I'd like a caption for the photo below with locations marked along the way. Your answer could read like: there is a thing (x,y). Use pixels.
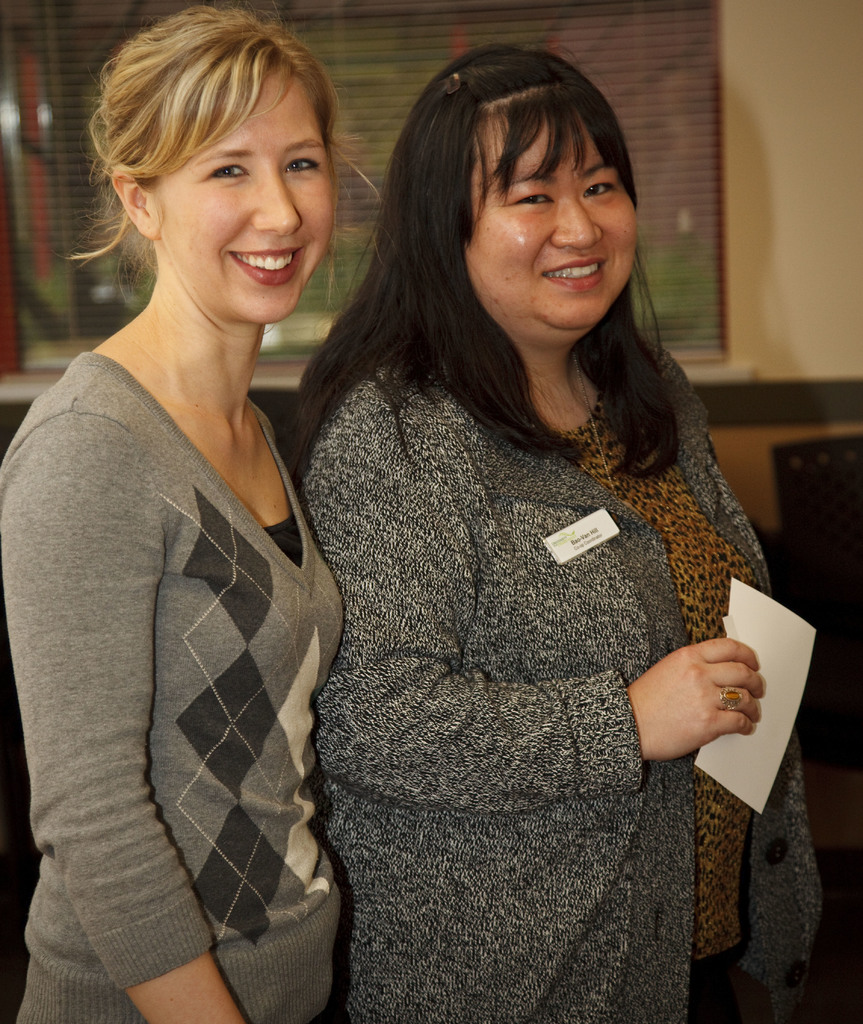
In the image two women (461,940) are standing and smiling. Behind them there is a wall (724,400), on the wall (715,424) there is a window (676,265).
